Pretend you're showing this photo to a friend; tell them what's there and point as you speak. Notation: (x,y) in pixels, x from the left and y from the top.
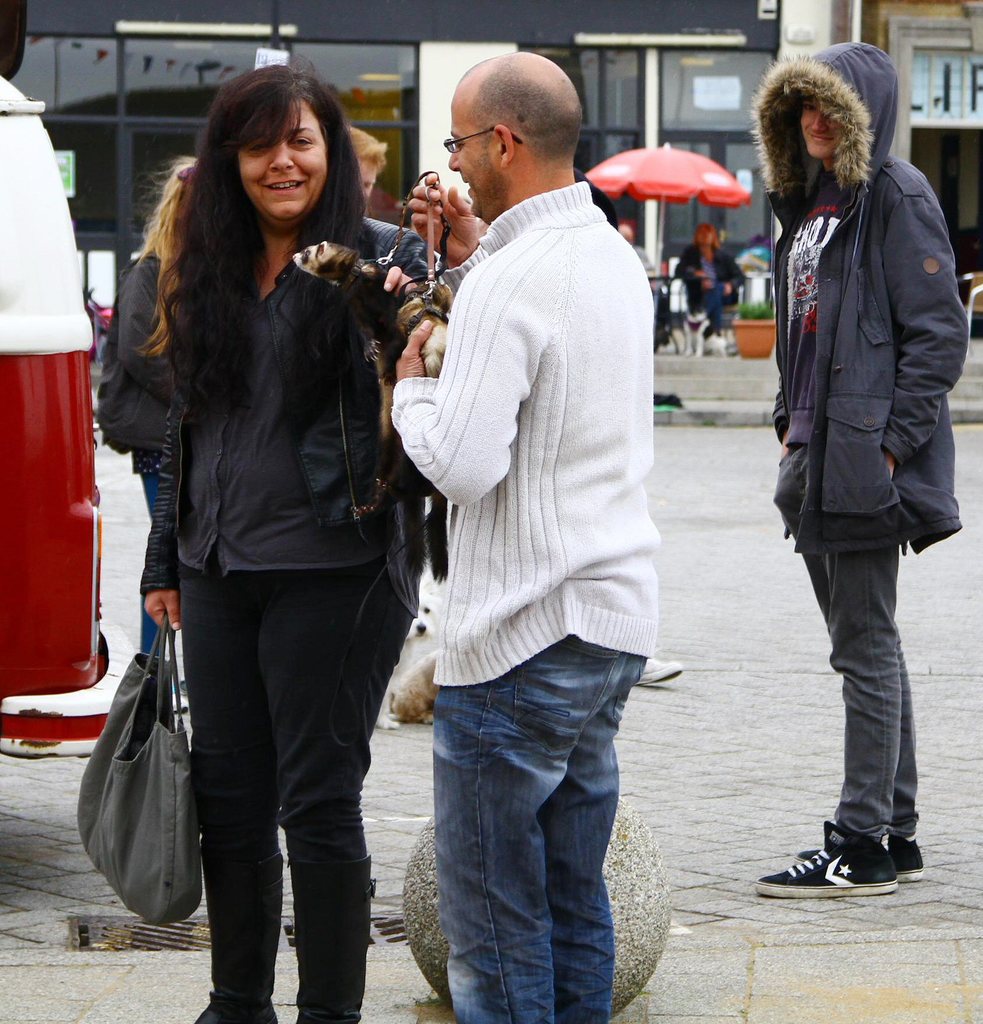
In this picture we can see man (474,342) wearing a white color sweater (494,635), standing and holding the ferret (431,338) in the hand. Beside there is a woman (186,416) wearing a black color coat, looking and smiling. In the background (690,222) there is a black color glass shop (684,209) and red umbrella (662,198).
